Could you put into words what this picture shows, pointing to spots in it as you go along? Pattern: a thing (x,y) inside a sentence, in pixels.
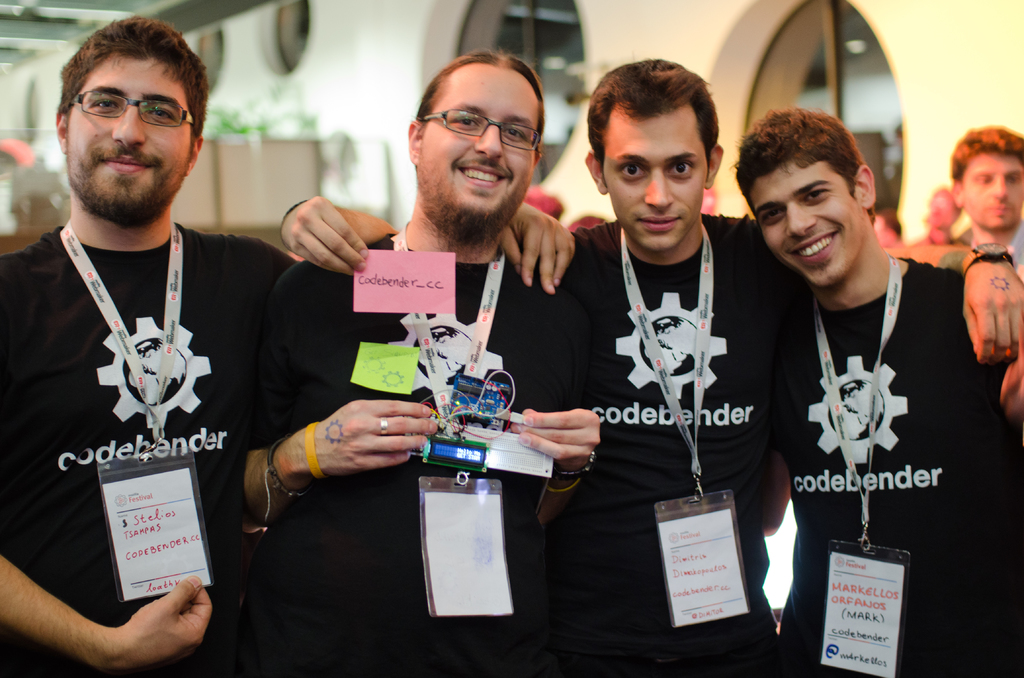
In this image there are four people (615,360) standing with a smile on their face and there are like ID cards (435,553) with some text (701,558) on it are hanging on their neck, one of them is holding something in his hand (350,433) and the other one is holding a paper (366,272) with some text (395,279). Behind them there are few people (985,221) and a wall (567,210), there are a few objects (44,196) which are not clear.
